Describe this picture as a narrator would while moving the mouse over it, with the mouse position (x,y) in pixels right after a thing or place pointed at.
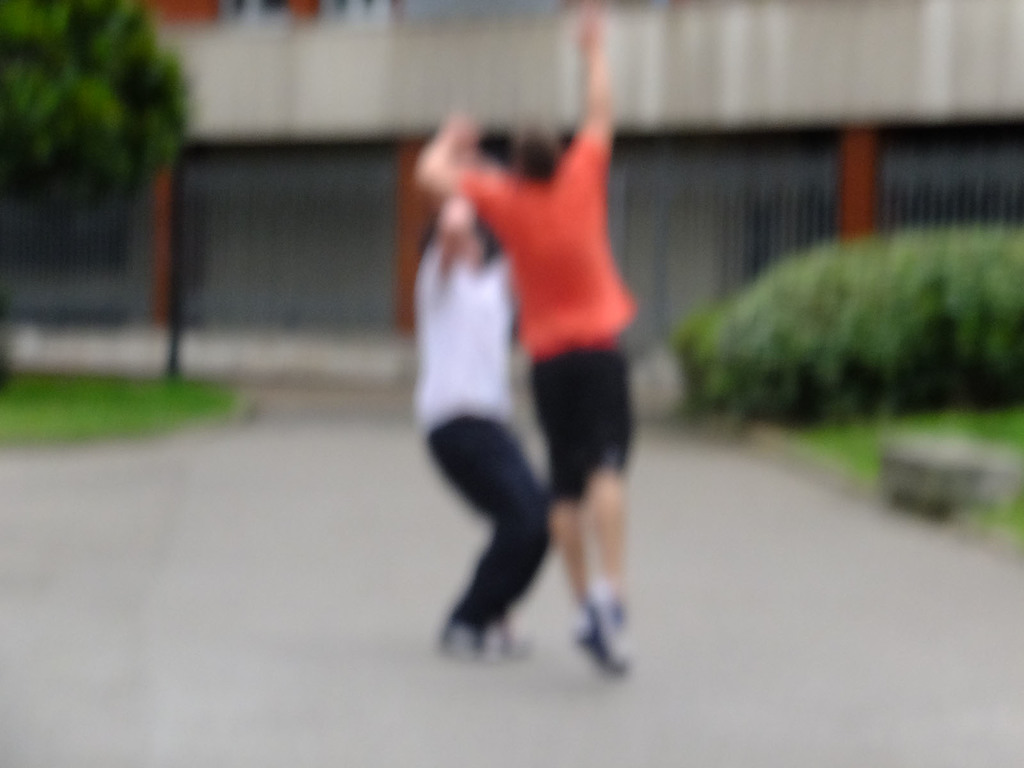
This is a blur image. Here I can see two persons (550,391) on the road (561,584). It seems like they are jumping. On both sides of the road (474,549) I can see the grass (84,379) and plants (891,305). In the background (820,153) there is a building (802,122).
